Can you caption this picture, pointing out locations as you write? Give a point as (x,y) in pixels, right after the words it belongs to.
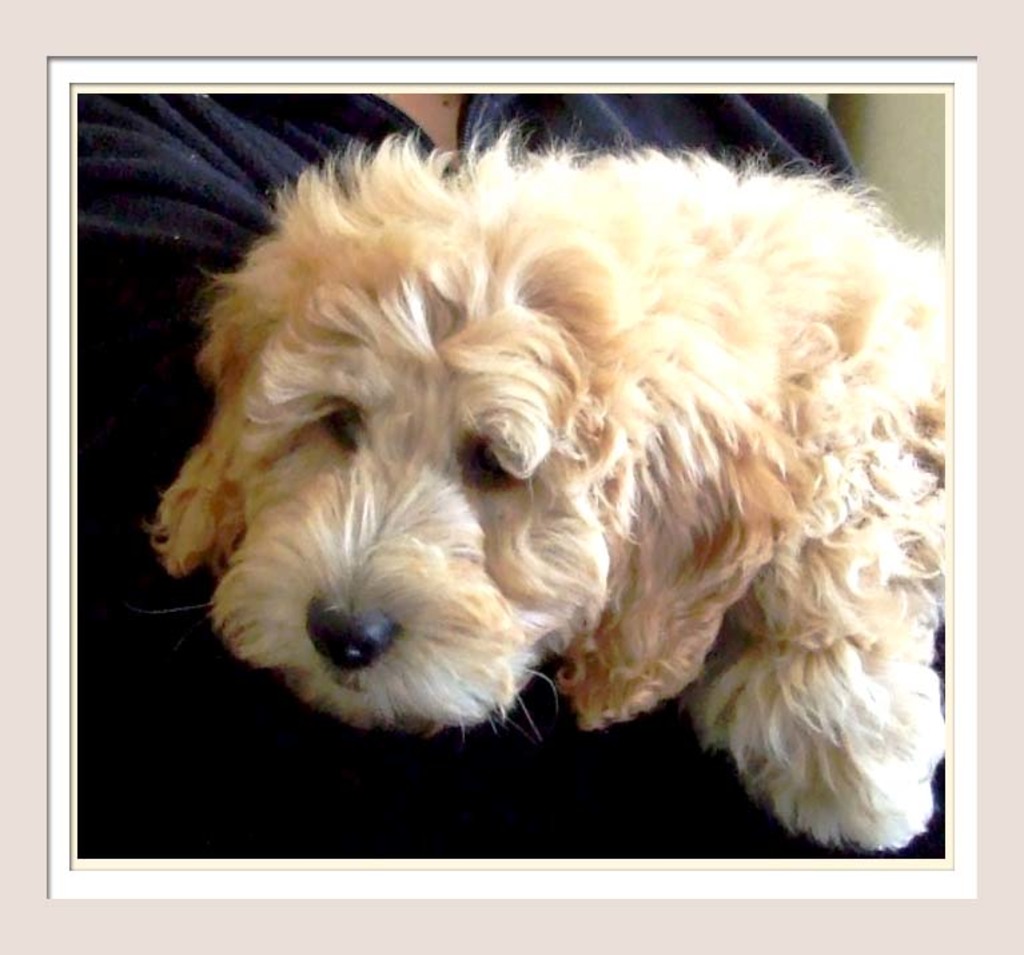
In this image there is a dog (600,500) and there is a person (87,274) holding a dog (606,460).
